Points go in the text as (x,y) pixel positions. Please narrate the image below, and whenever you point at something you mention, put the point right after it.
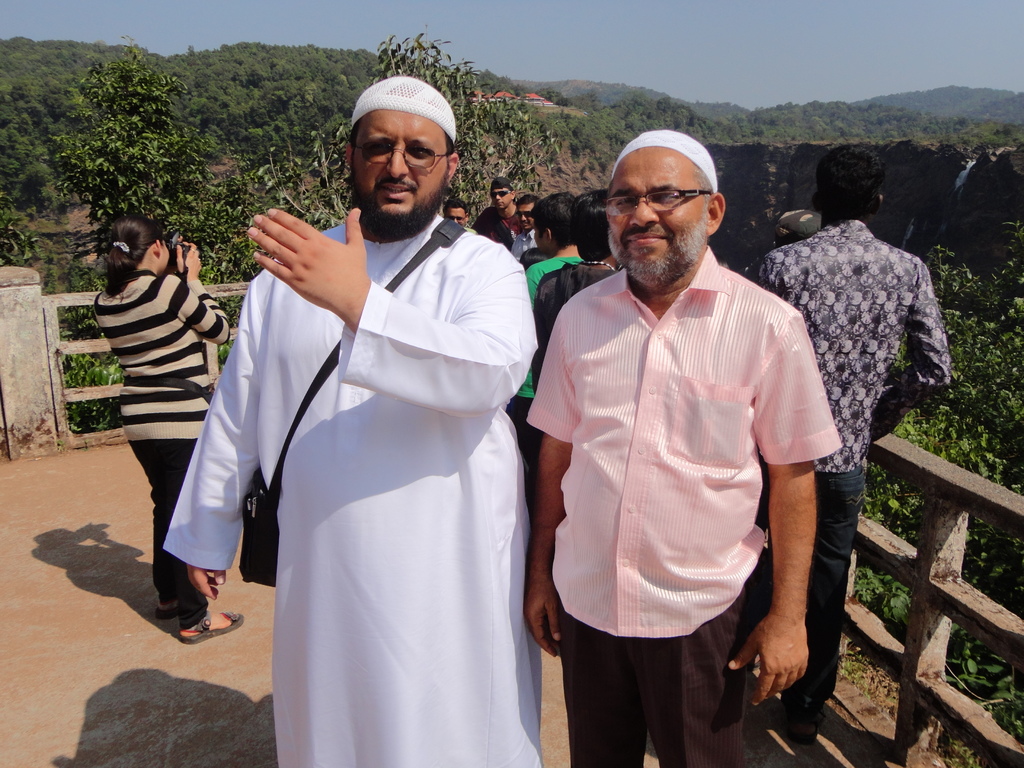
In this image we can see few people (572,369) standing on the floor (217,665) and some of them are standing near the wall (40,289) and a person (169,343) is clicking a picture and in the background (494,140) there are few trees (634,127) and the sky (709,38).
